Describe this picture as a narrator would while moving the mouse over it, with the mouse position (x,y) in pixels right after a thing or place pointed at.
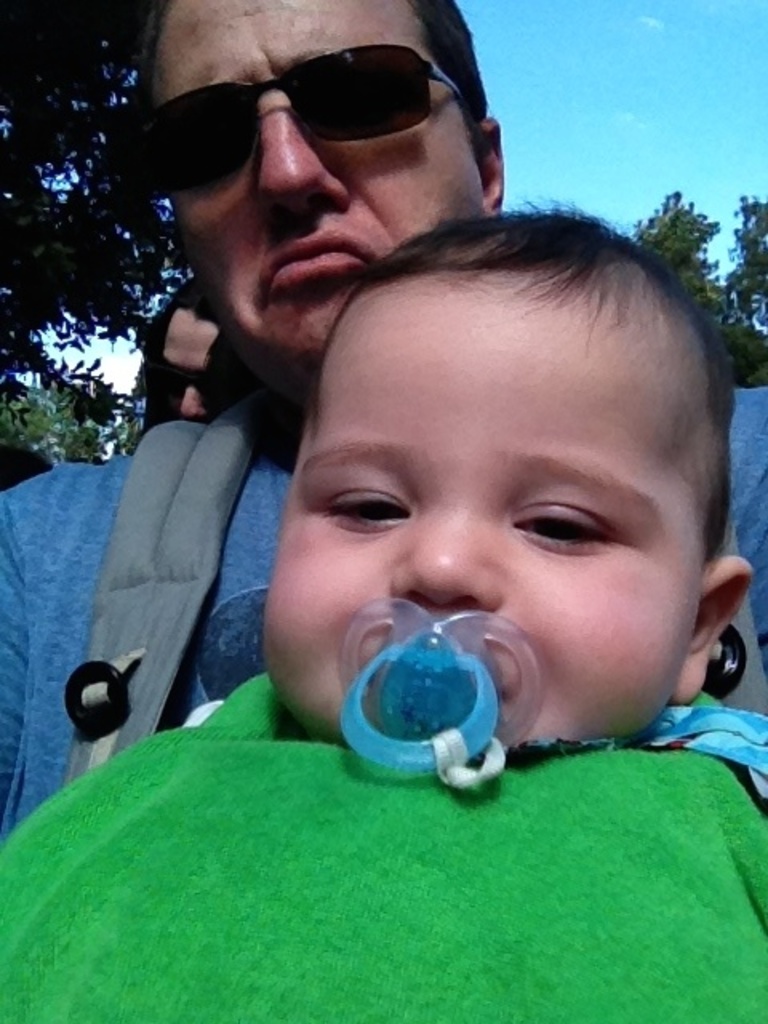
In the image there is a man (225,643) and in front of the man (220,620) there is a baby (400,459) and there is a pacifier (463,643) into baby's mouth (427,632), behind the man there is a woman (175,313) and in the background (45,298) there are some trees (735,332).
